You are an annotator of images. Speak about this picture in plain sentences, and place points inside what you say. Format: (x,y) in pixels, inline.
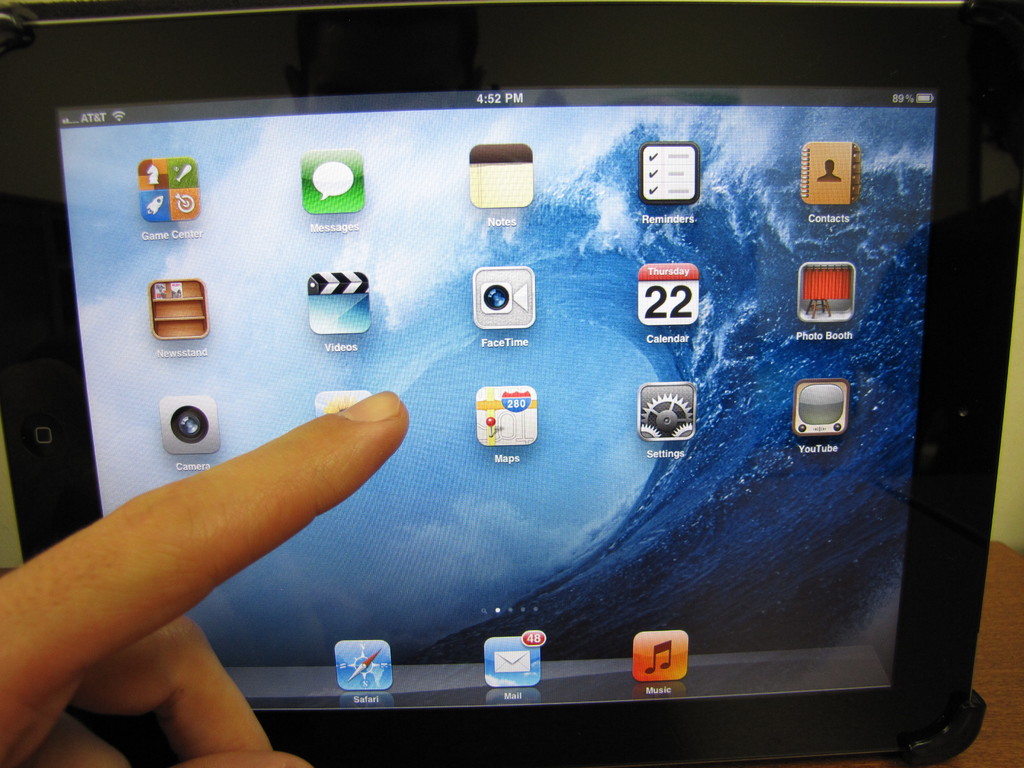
In this image we can see a person's hand (217,543) pointing to the display screen (512,414).
